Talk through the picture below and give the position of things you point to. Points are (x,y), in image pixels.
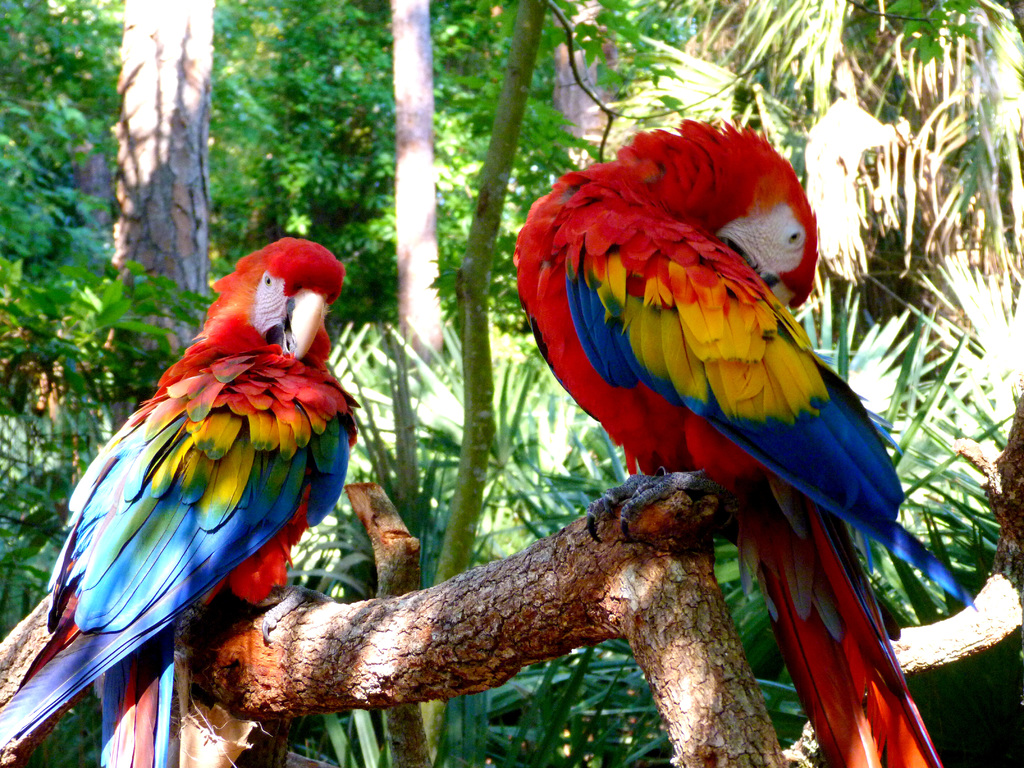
This picture shows a couple of parrots (686,357) they are blue, yellow and red in color on the tree branch (570,562) and we see trees (603,18).
